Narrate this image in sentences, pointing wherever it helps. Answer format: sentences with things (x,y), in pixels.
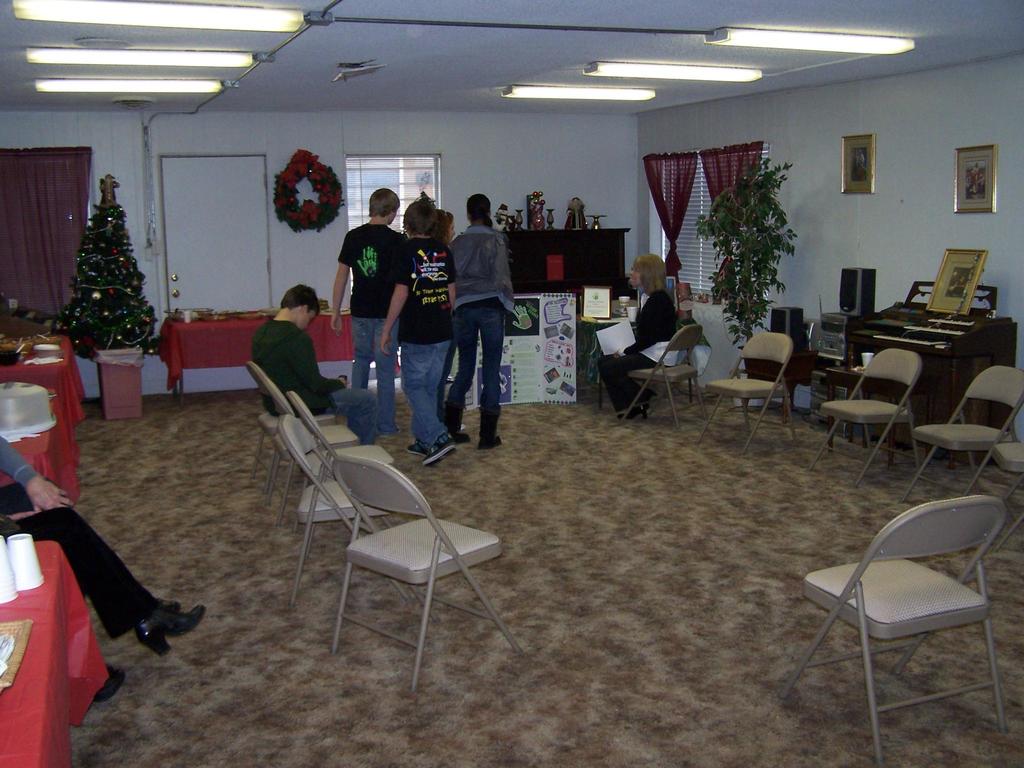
There are many chairs (647,377), tables (262,321) in this room (85,378). There are some persons (414,303) standing and some are sitting. On the table (46,549) there are cups (19,572), vessels (22,400). And in the background (493,139) there is a wall (473,149). On the wall (269,207) there is a bouquet (286,204), curtain (32,227) and door (214,223). There is a Christmas tree (114,251). There is a piano (944,325) on the right side (947,323). On the wall (932,188) there are photo frames (855,174). There are windows (692,214). On the ceiling (578,70) there are tube lights (623,89).
